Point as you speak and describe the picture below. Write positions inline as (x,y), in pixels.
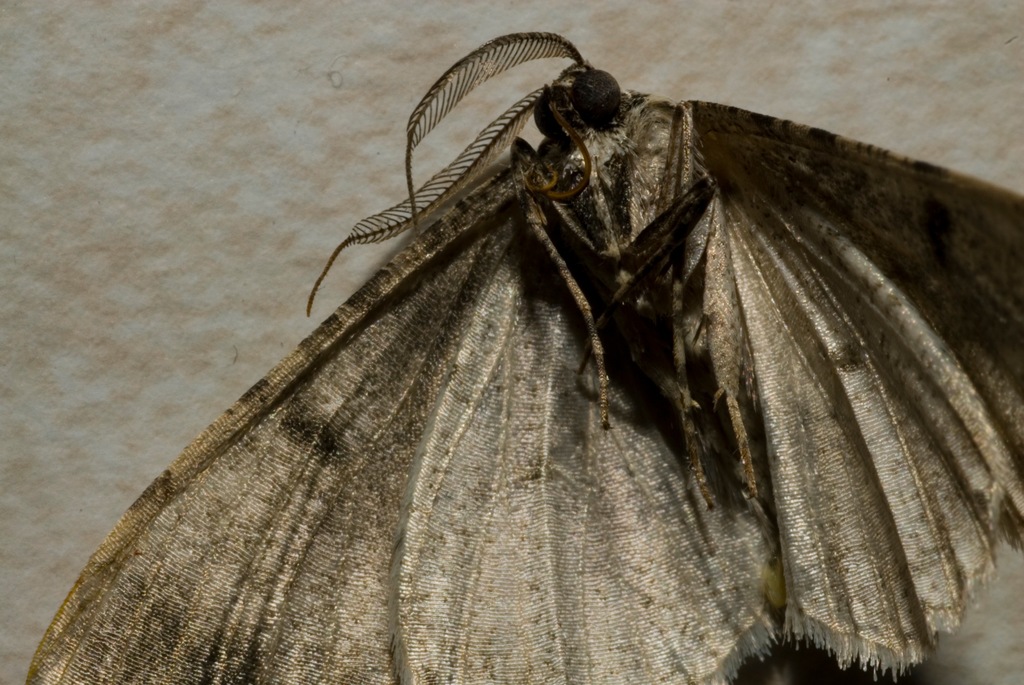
In this image we can see an insect (618,482) on the white surface (150,273).
